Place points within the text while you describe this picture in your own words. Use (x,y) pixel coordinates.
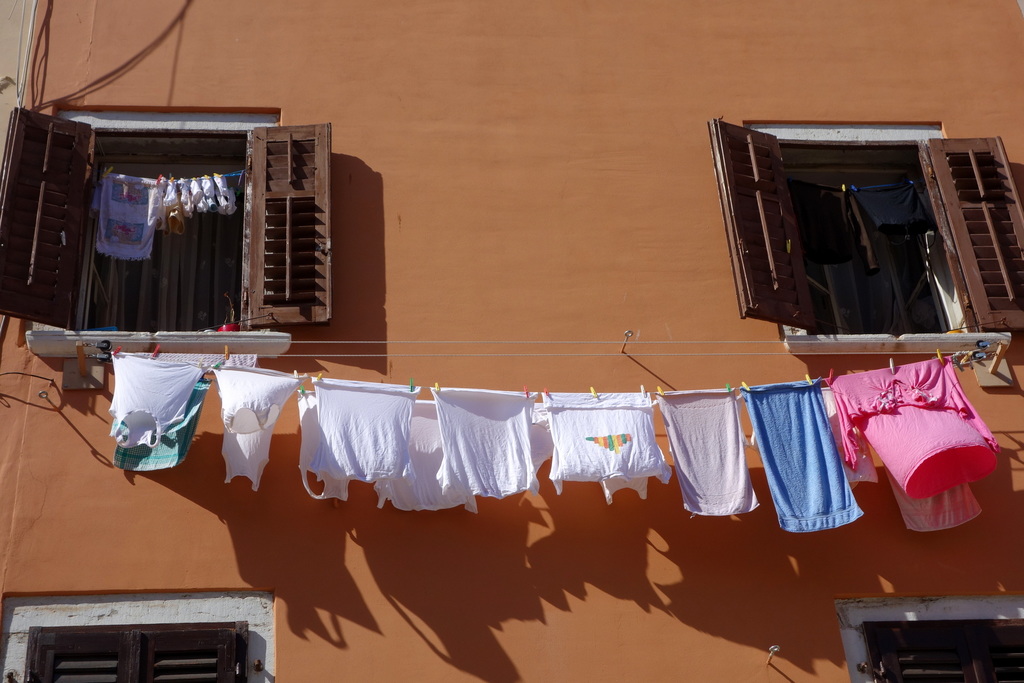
We can see clothes (478,427) hanging on rope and we can see clips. We can see wall (509,57), cables (18,62) and windows (92,157).
